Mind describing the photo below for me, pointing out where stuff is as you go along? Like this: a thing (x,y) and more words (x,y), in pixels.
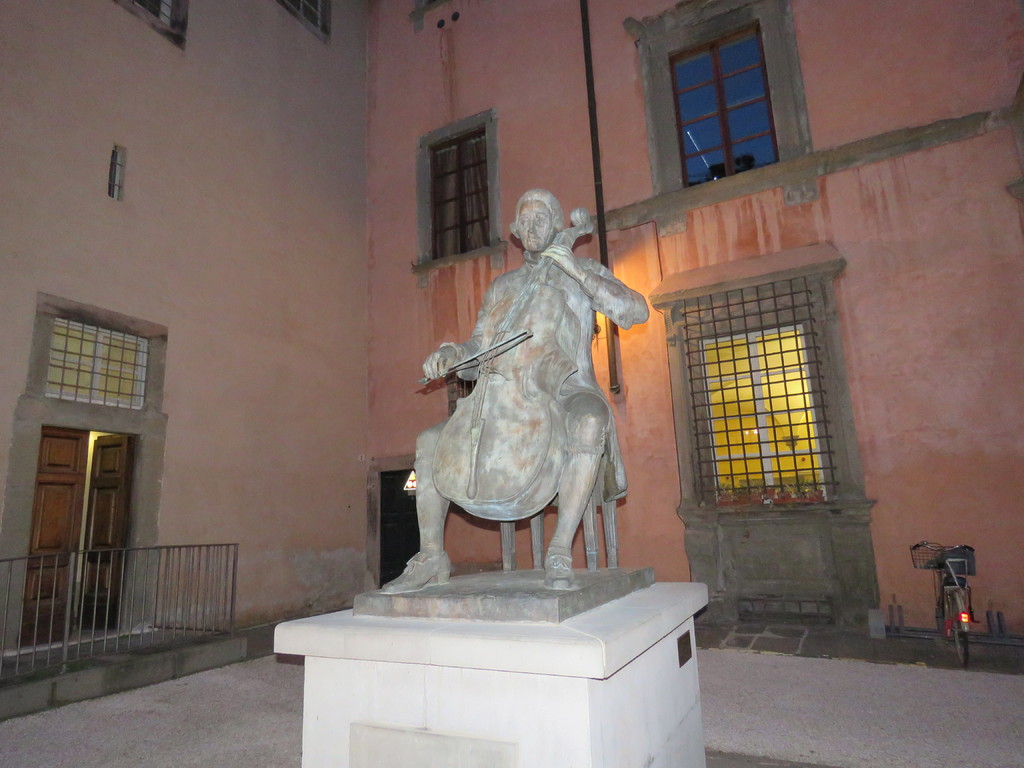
In this image I can see the statue (511,314) of the person (544,255) holding the musical instrument (506,399). To the left (88,635) I can see the railing (69,568) and the door (69,501). To the right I can see the vehicle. In the background (439,327) I can see the windows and pipe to the wall (558,131).
